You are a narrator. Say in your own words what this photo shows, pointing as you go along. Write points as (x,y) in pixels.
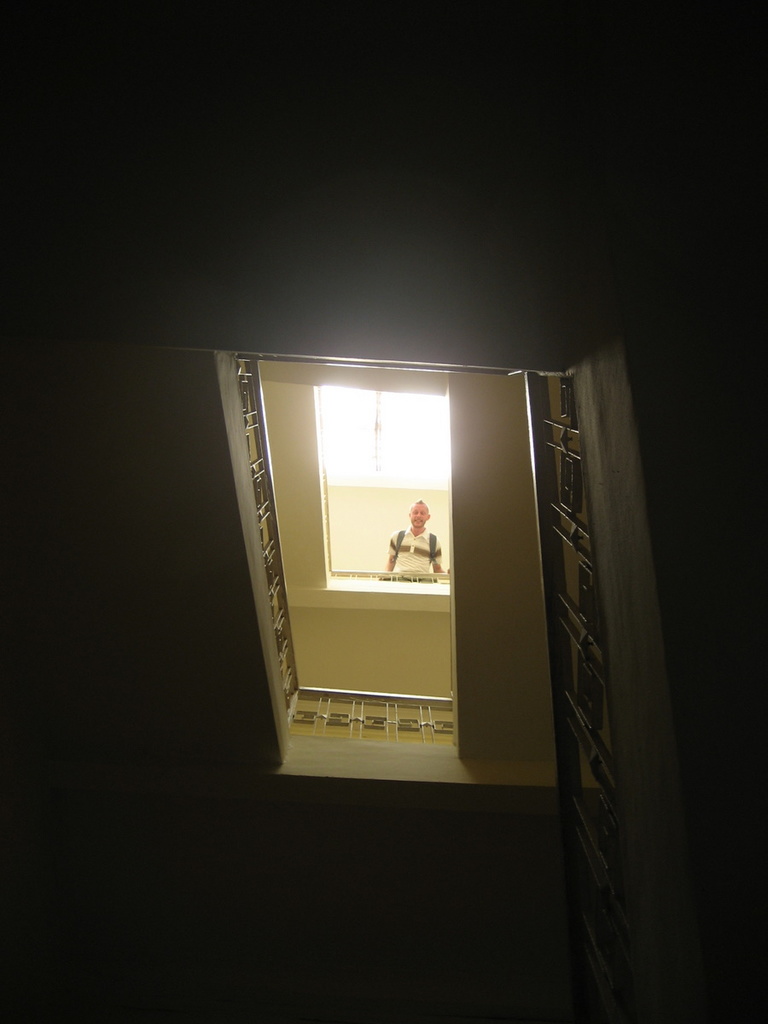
In this picture, we can see a person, railing (578,755) and the dark background.
